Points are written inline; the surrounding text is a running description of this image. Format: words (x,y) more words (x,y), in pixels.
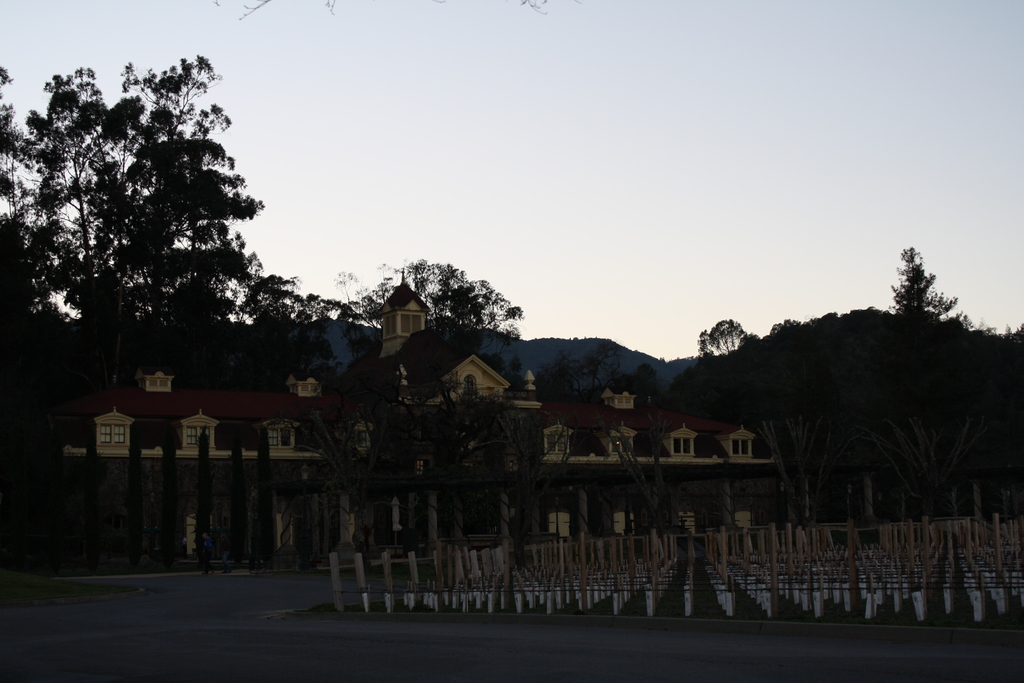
In this image we can see a road (260,627). Also there are poles (871,596). And there are trees (188,192). And there is a building (377,398). In the background (496,132) there is sky (439,160).
